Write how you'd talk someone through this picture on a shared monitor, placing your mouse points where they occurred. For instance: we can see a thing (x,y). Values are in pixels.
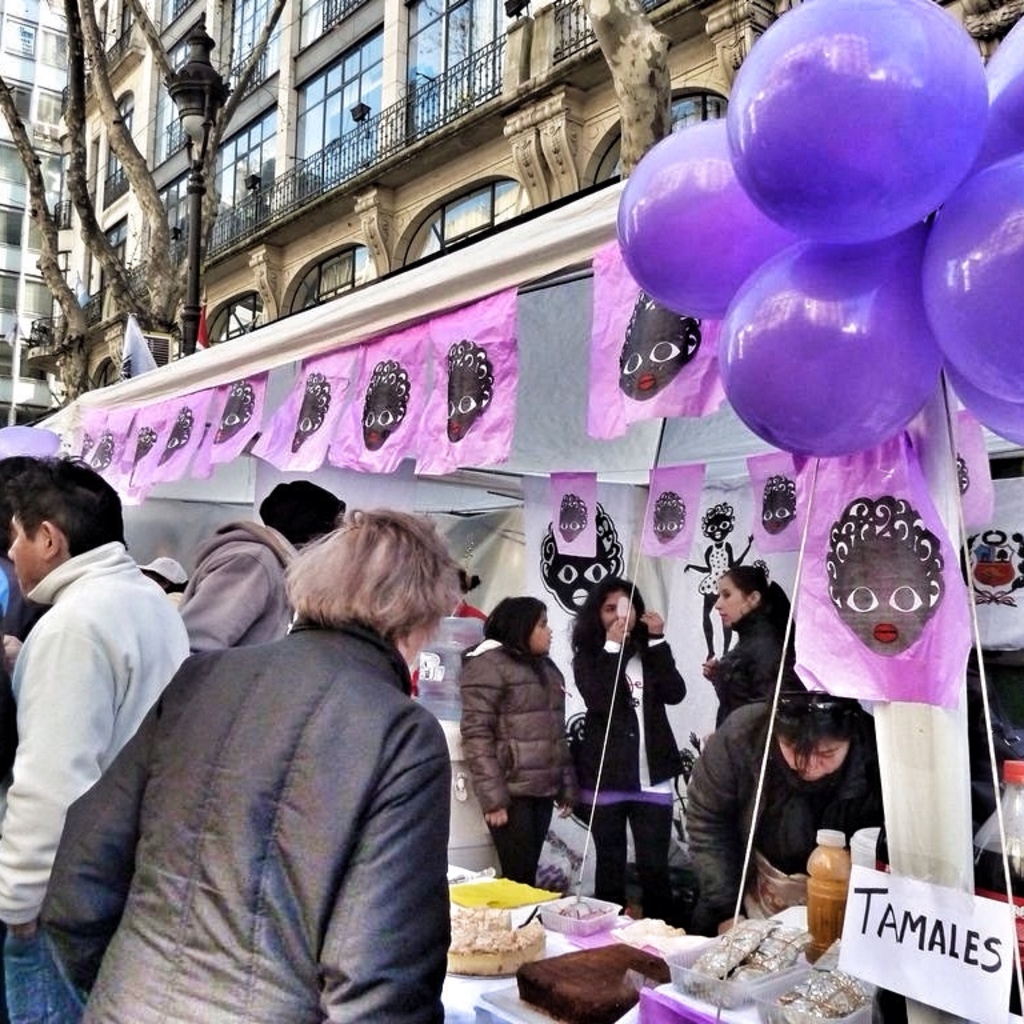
In the image there is a huge building (353,175) in front of the building (140,103) there are trees (80,168) beside the trees (183,266) there is a street lamp pole (190,254). Below it there is shop (491,401) in which four women (512,727) standing and they are wearing jackets (737,754). In Front of them there are people (258,729) who are observing them. Beside the women (760,820) over here there is a piece of paper (867,936) on which it is written "Tamales". Above it there are balloons (867,267) tied together and they are in purple colour.
